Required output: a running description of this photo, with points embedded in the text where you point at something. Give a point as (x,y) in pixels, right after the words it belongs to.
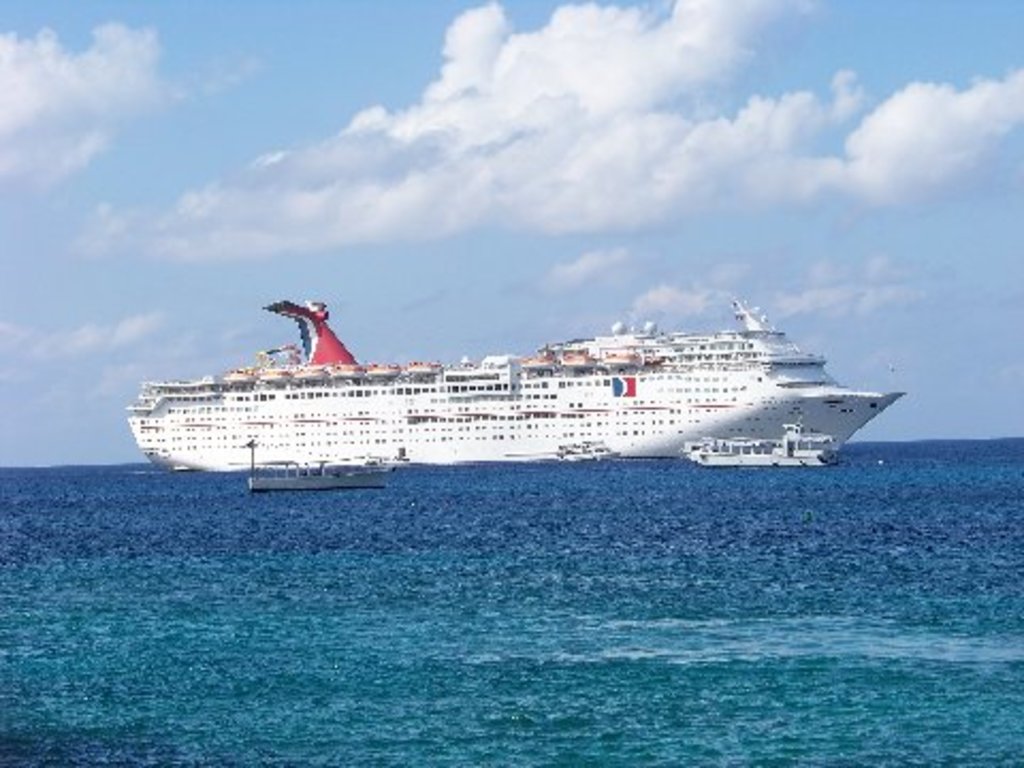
In this image there are ships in the water (534,592). In the background of the image (573,145) there is sky (580,117).
